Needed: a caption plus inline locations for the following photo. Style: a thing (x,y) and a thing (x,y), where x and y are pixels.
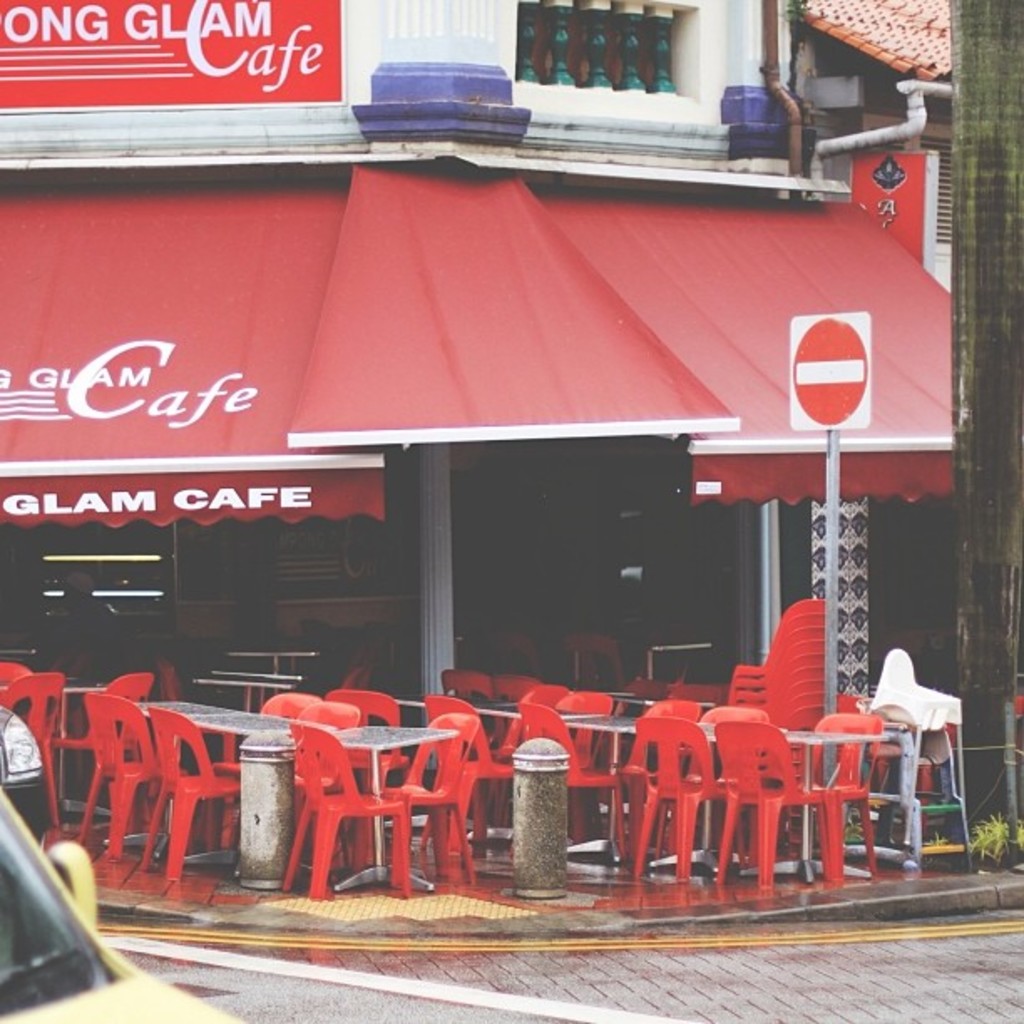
In the image we can see there are chairs (870,717) which are kept on the footpath (866,870) and there are tables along with the chairs (625,824). Behind there is a building (596,389) and there is a sign board (853,392) kept in between on the footpath (869,884).
